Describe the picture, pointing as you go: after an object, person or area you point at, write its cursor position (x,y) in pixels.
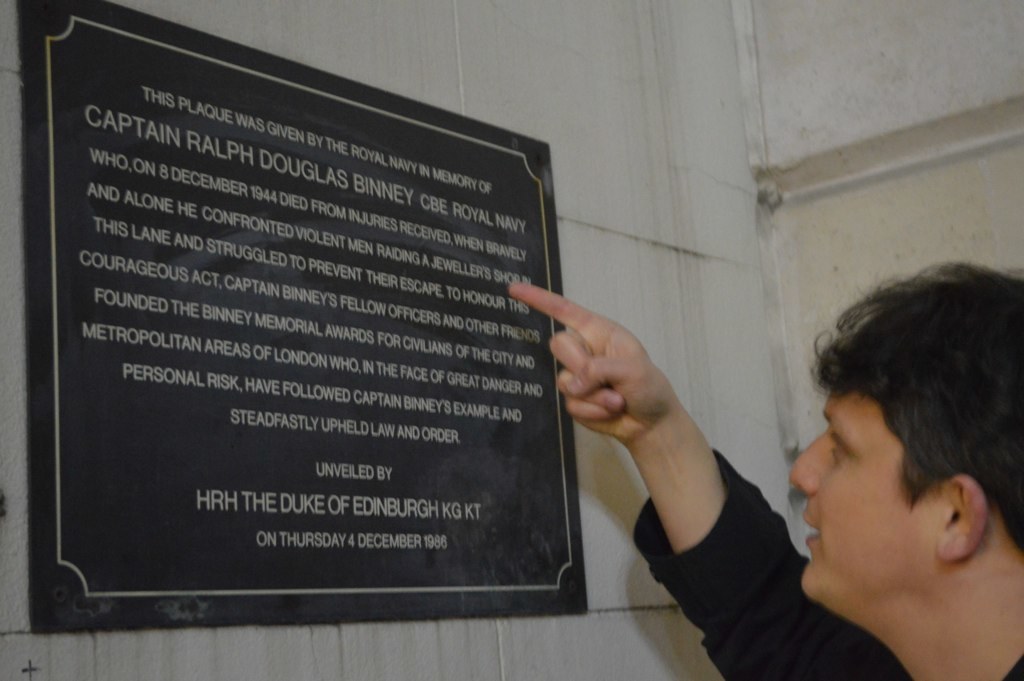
In this picture there is a man (735,534) with black t-shirt (735,515). On the left side of the image (303,192) there is text (471,242) on the board (394,474), there is a board (448,270) on the wall (621,257).
